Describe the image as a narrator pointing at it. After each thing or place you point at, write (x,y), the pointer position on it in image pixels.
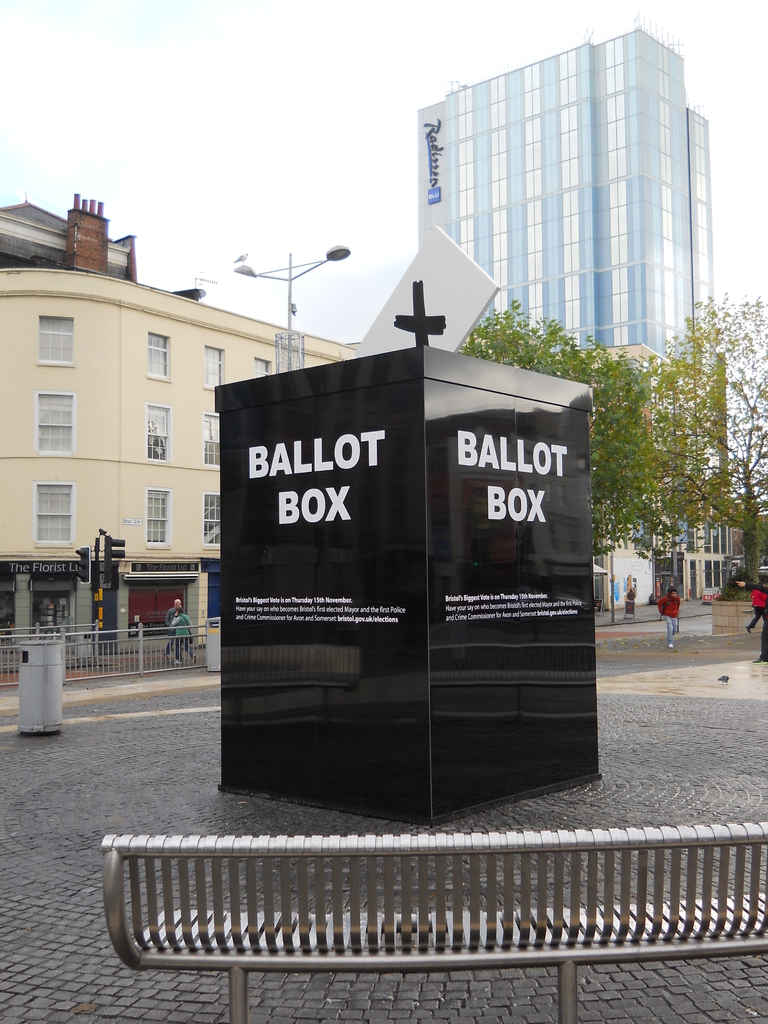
In the center of the image (428,549) there is a black color structure (420,550) with some text (373,600) on it. In the foreground of the image (358,875) there is a bench (384,932). At the bottom of the image (346,988) there is floor (102,789). In the background of the image (502,257) there are buildings (249,343), trees (654,511), people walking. At the top of the image (198,71) there is sky (233,72).
